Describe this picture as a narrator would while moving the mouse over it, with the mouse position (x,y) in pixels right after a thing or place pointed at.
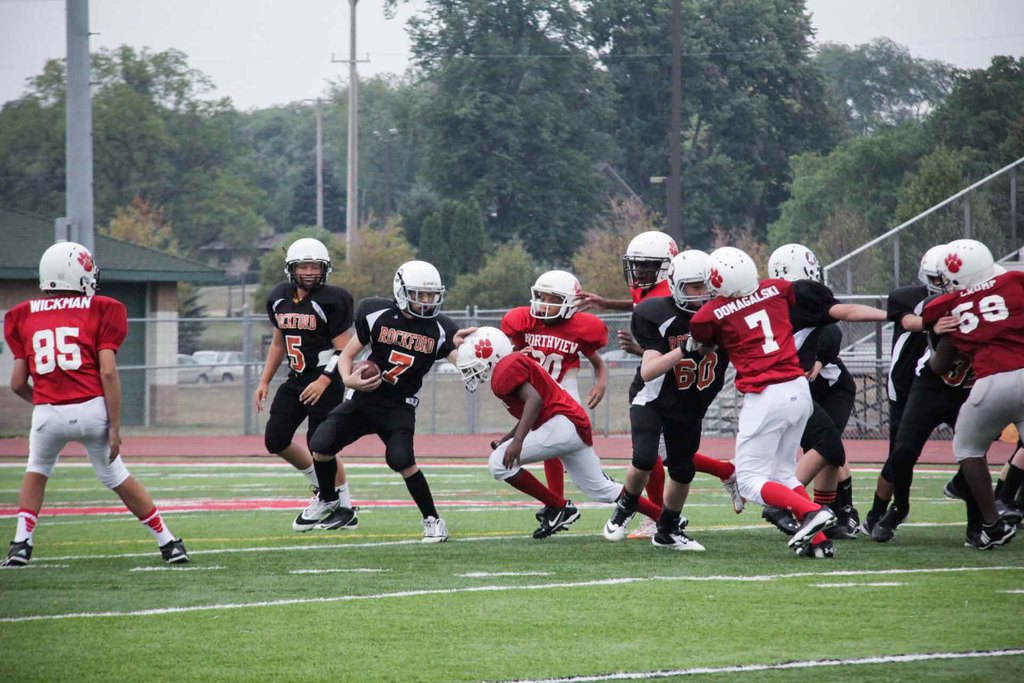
In this image I can see few people (746,319) are in red color t-shirts (56,342), few are in black color t-shirts (427,320). All of them are playing the football game, at the back side (483,186) there are trees (414,79), at the top (300,39) it is the sky (299,39).
